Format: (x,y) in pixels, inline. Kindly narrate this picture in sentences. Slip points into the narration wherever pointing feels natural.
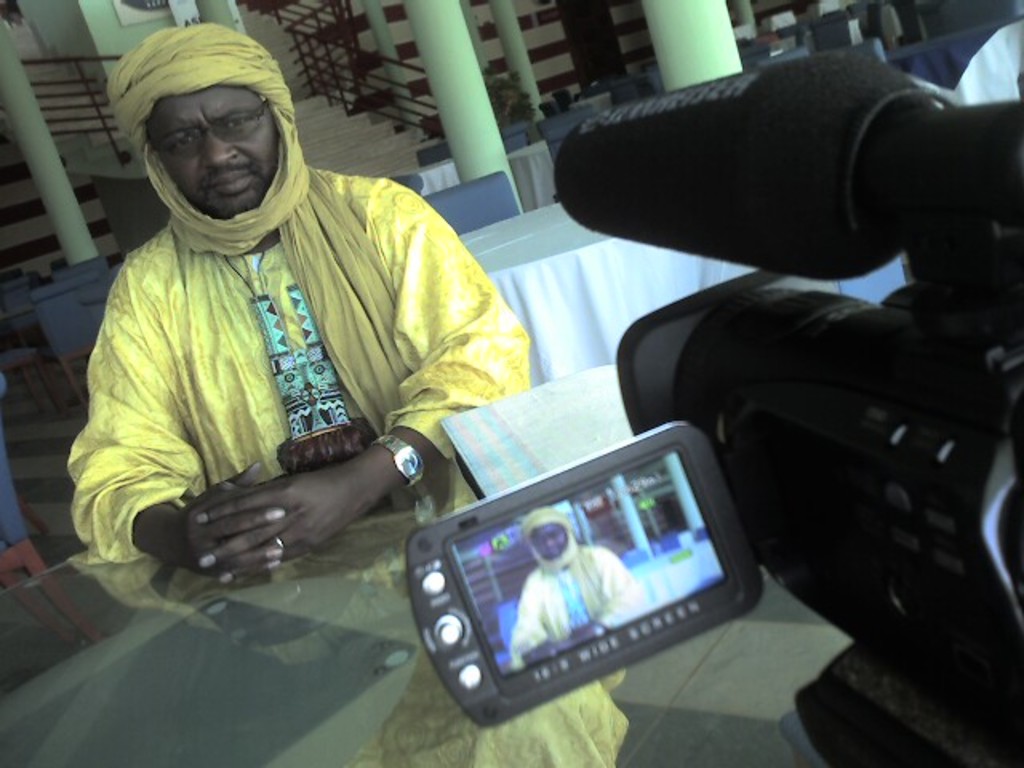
In this image we can see a man (286,320) is sitting. He is wearing yellow color dress (286,320). In front of him glass table (327,651) is there. And on table (641,730) camera (650,518) and one thing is present. Behind the men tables (517,238) and chairs (506,144) are present. Top of the image (450,61) pillars (655,25) and stairs (367,118) are there.
